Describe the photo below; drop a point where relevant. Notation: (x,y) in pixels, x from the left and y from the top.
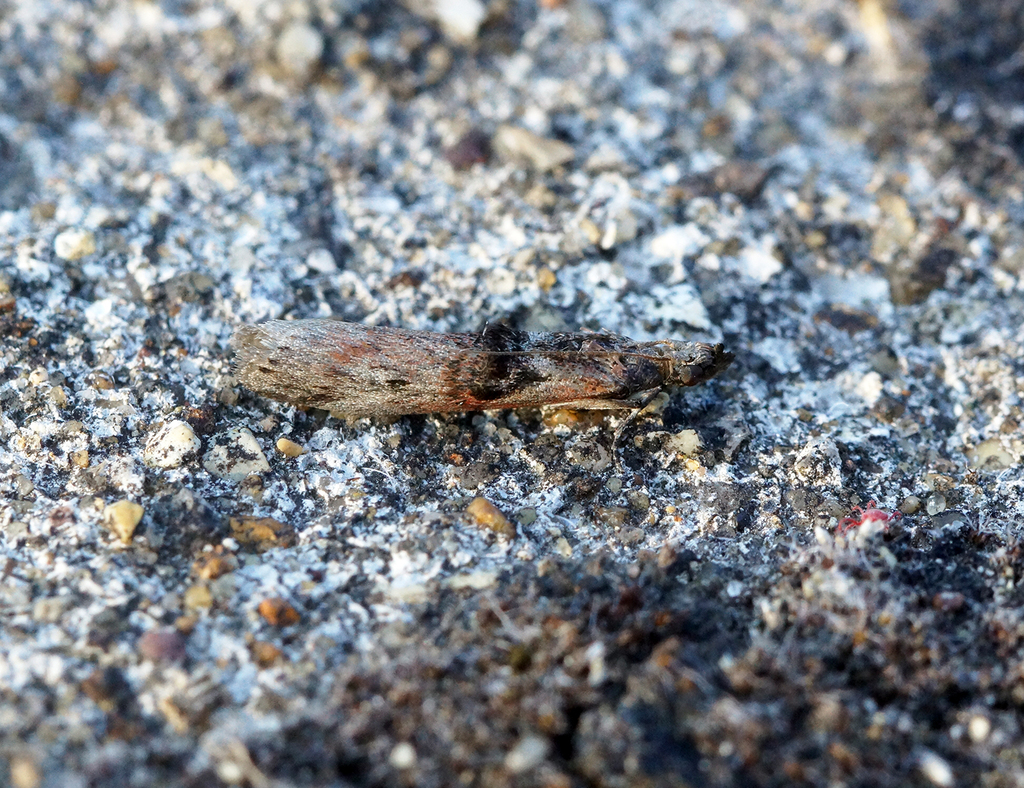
In the image we can see a moth (470,401), we can even see there are stones (466,45) and ash (159,71).
